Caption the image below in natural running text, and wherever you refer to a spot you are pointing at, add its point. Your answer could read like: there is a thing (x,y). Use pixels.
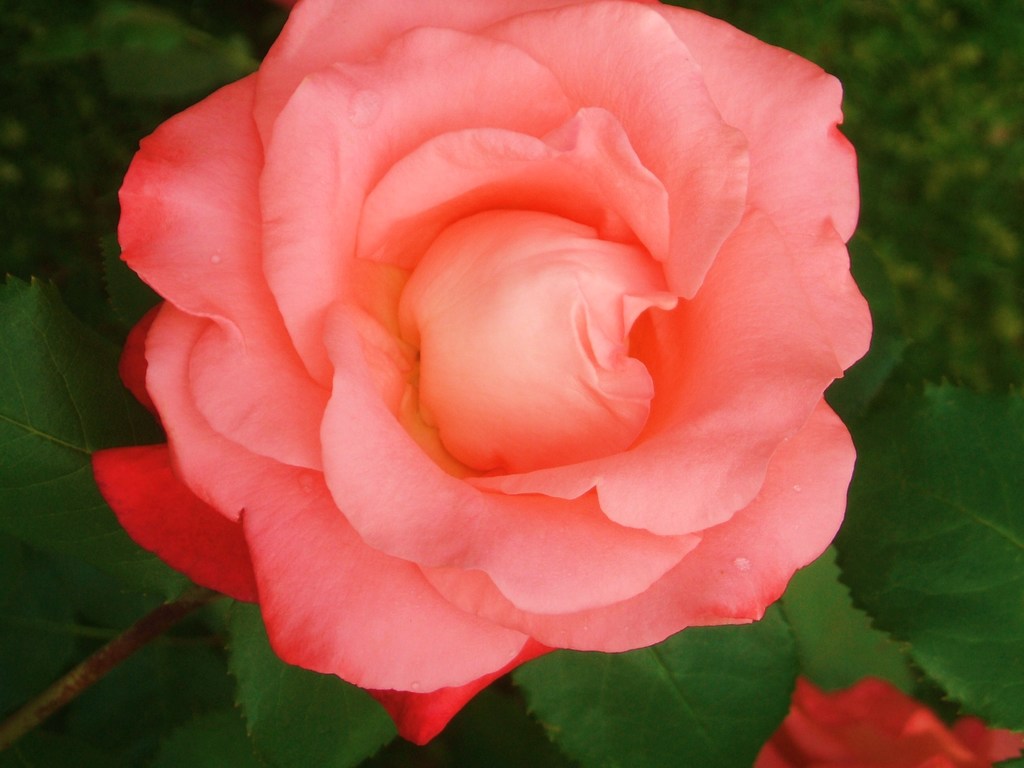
In this image, we can see a flower (524,284) and some leaves (864,494). In the background (916,254), image is blurred.
